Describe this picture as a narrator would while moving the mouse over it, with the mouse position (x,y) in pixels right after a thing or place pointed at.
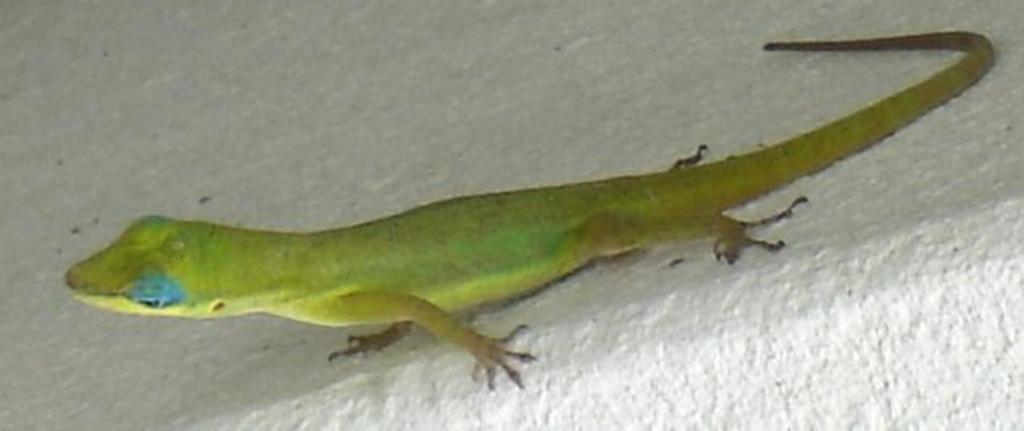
In this image we can see a lizard (317,233) on the surface (315,387).
